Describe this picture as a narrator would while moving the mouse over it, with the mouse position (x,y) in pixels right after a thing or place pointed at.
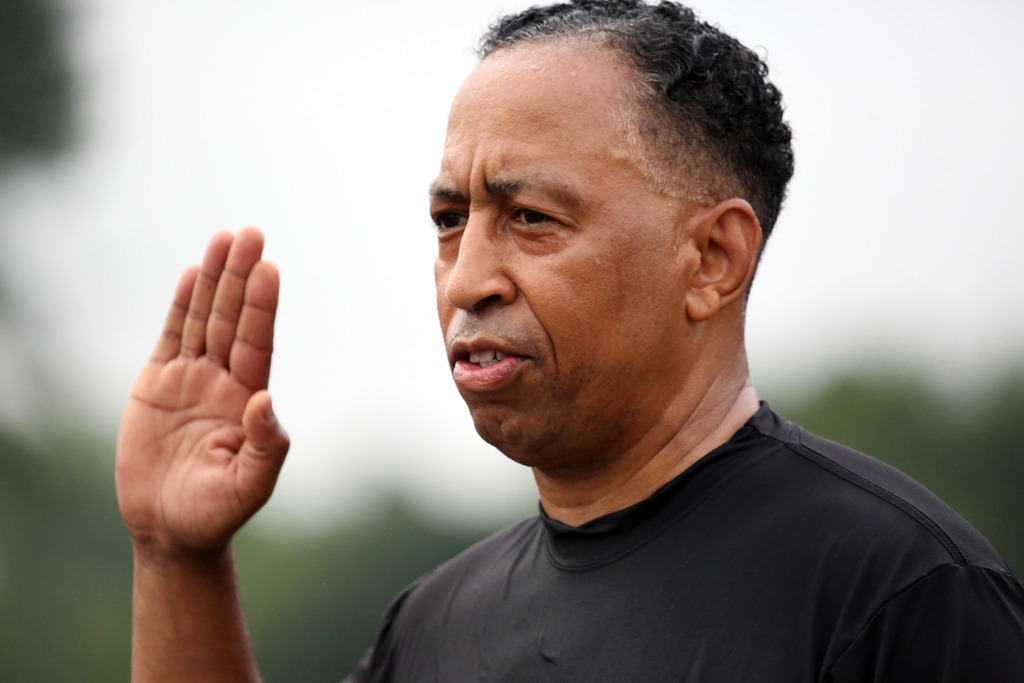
In the image I can see a man (634,376) is raising his hand (169,553). The man (502,408) is wearing black color clothes (647,573). The background of the image (909,258) is blurred.
